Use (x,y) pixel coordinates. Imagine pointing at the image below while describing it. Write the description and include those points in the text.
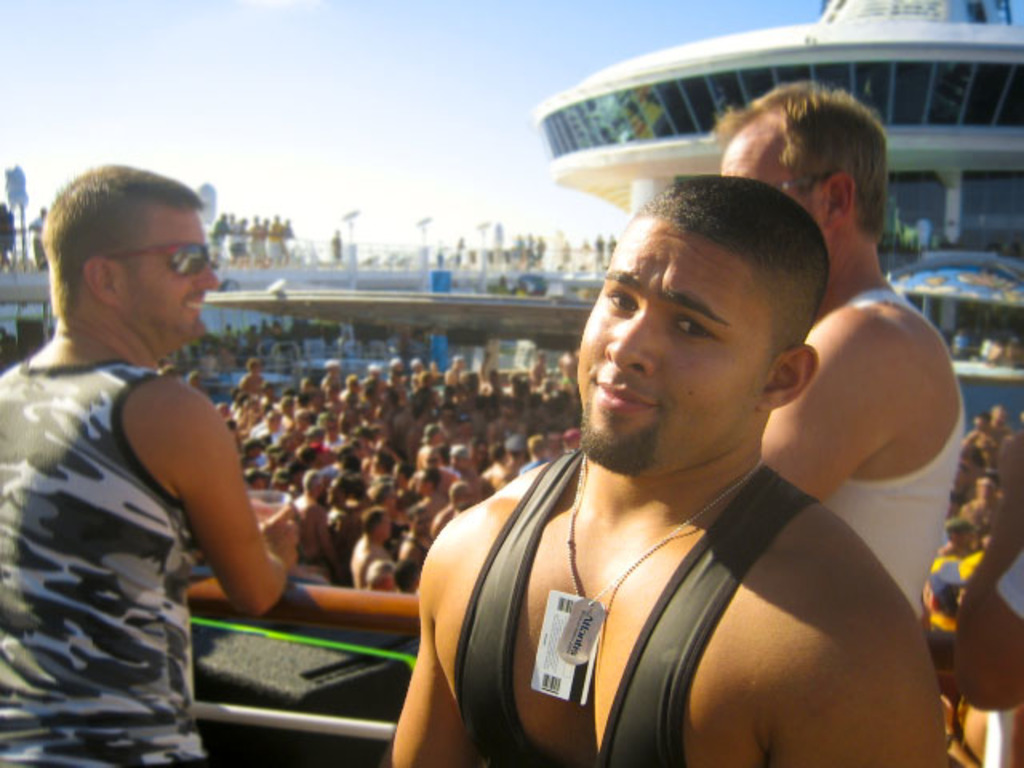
There are three men (550,558) standing. This looks like an iron pole (309,605). I can see group of people (331,475) standing. This is the building (950,107) with glass doors (900,102). I think this is the bridge (372,273).
